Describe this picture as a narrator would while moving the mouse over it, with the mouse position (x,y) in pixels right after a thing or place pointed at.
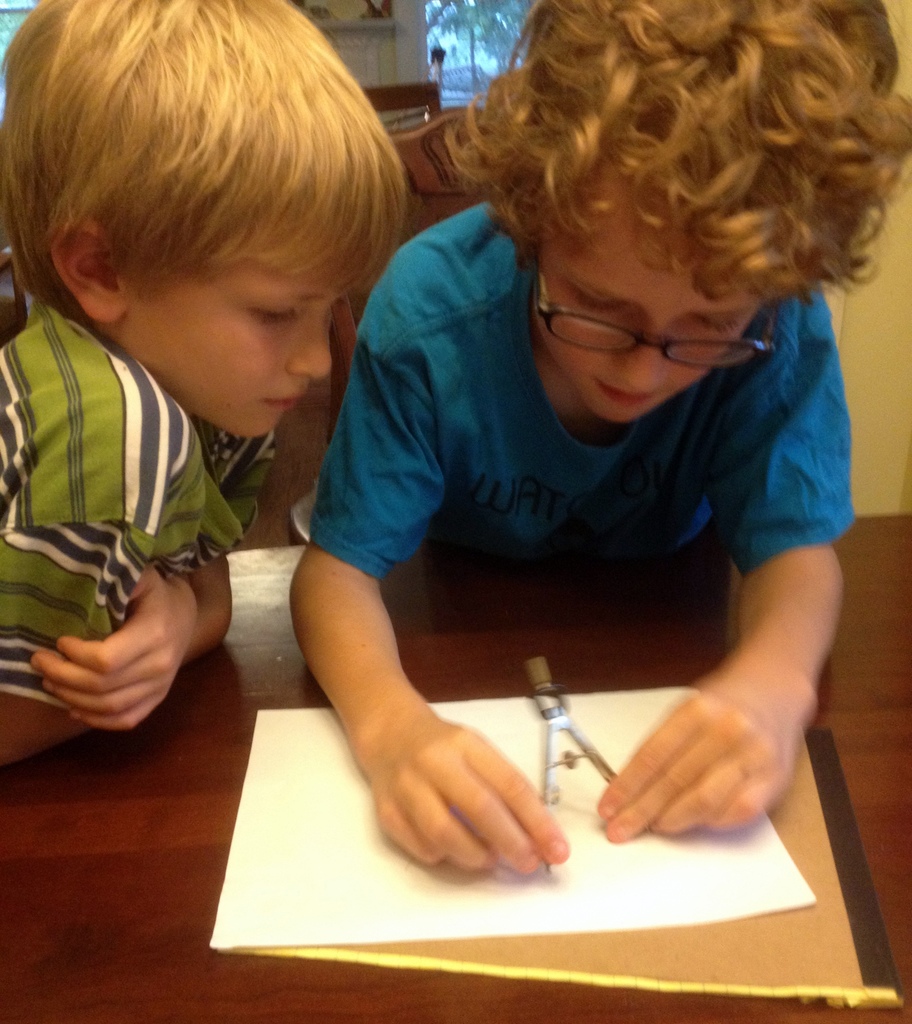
In this image I can see two kids (373,435). I can see a paper (678,913) and a book (645,939) on the table (175,957).
